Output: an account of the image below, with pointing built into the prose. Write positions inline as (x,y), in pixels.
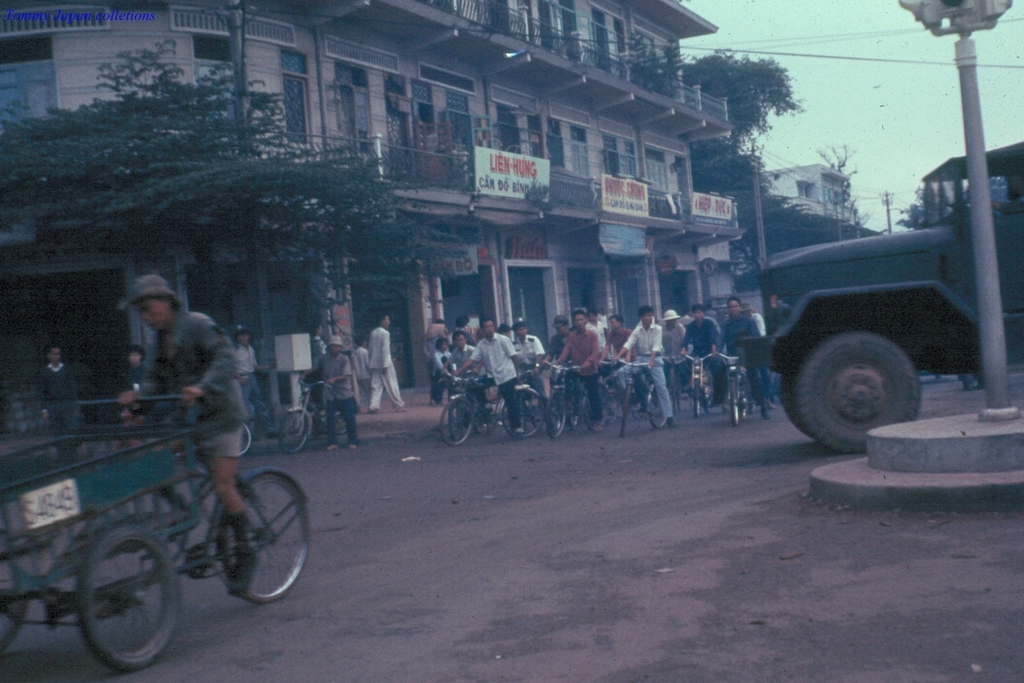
At the left side of the image (159,524) a person (247,588) is sitting and riding a vehicle (48,608) on road (443,447). At the middle of the image (668,357) few persons (727,350) sitting on bi-cycles (744,387). At the right side (757,354) there is a vehicle (1019,153) behind a pole (981,111) and at background (669,102) there is a building (639,38) with few trees (6,154) and sky (1022,35) at the top of the image (810,224).
